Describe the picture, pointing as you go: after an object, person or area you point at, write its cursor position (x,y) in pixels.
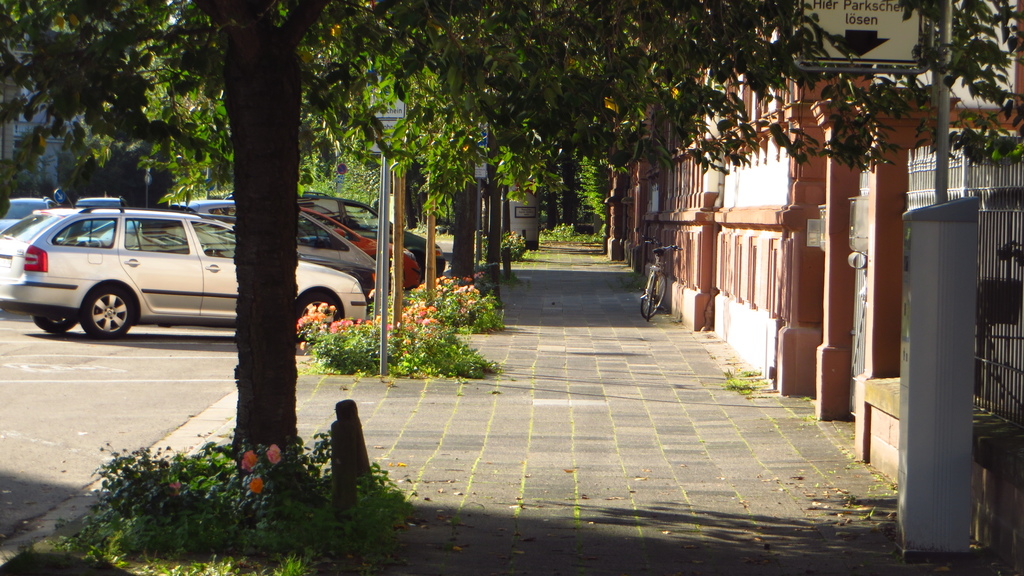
In this picture we can see many cars (315,258) which is parked near to the plants (417,292), flowers (431,306) and trees (484,212). In the center (387,246) there is a sign board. On the right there is a bicycle (670,247) which is parked near to the building (786,156). On the right (987,207) we can see the fencing (994,377).
